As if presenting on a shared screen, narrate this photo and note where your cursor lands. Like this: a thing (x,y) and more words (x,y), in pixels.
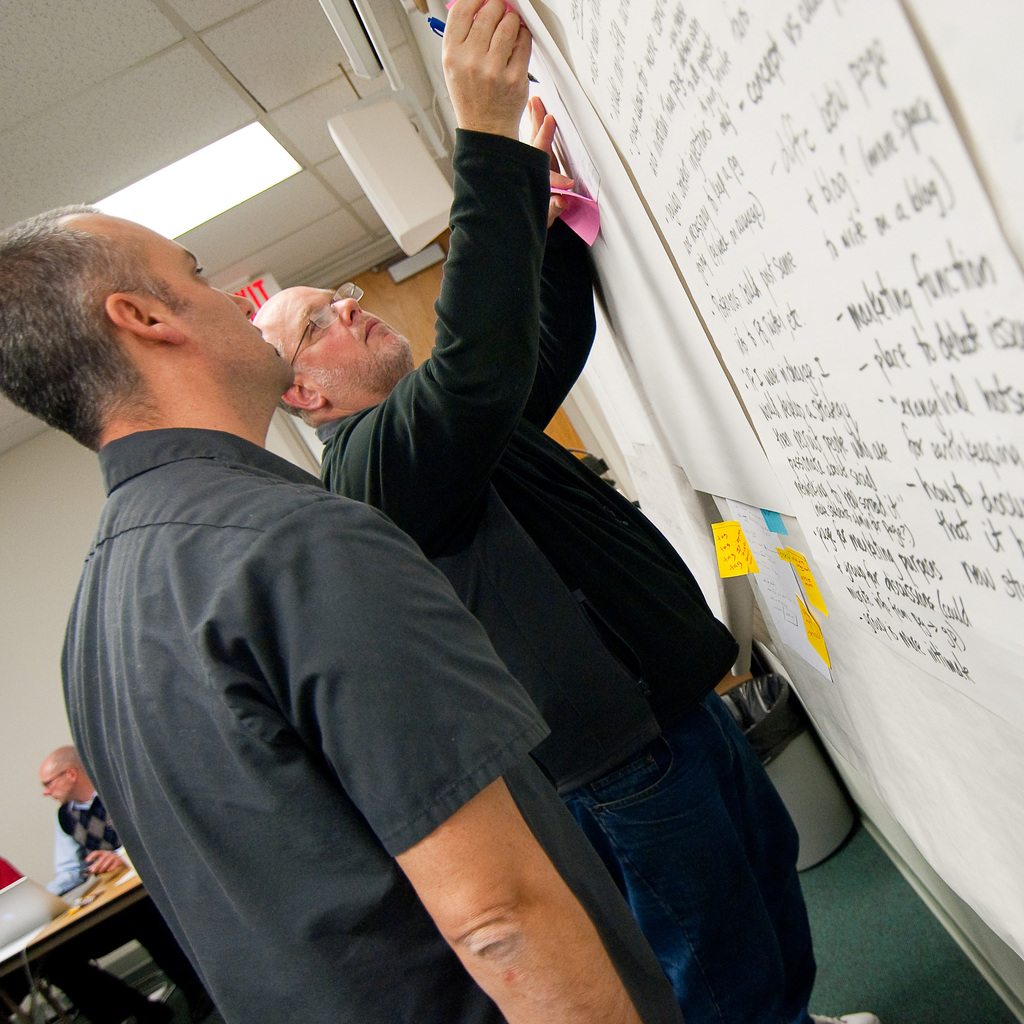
In the image there are two persons (263,577), the first person (518,545) is sticking a paper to the wall (867,187), there are also few other papers (813,348) stick to the wall (769,354), he is holding a pen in his right hand (501,53) behind that there is a table (110,910) and another person (95,846) is sitting, in the background (407,171) there is a door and there is a speaker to the roof (325,58), beside the door (394,289) there is a white color wall (65,539).
